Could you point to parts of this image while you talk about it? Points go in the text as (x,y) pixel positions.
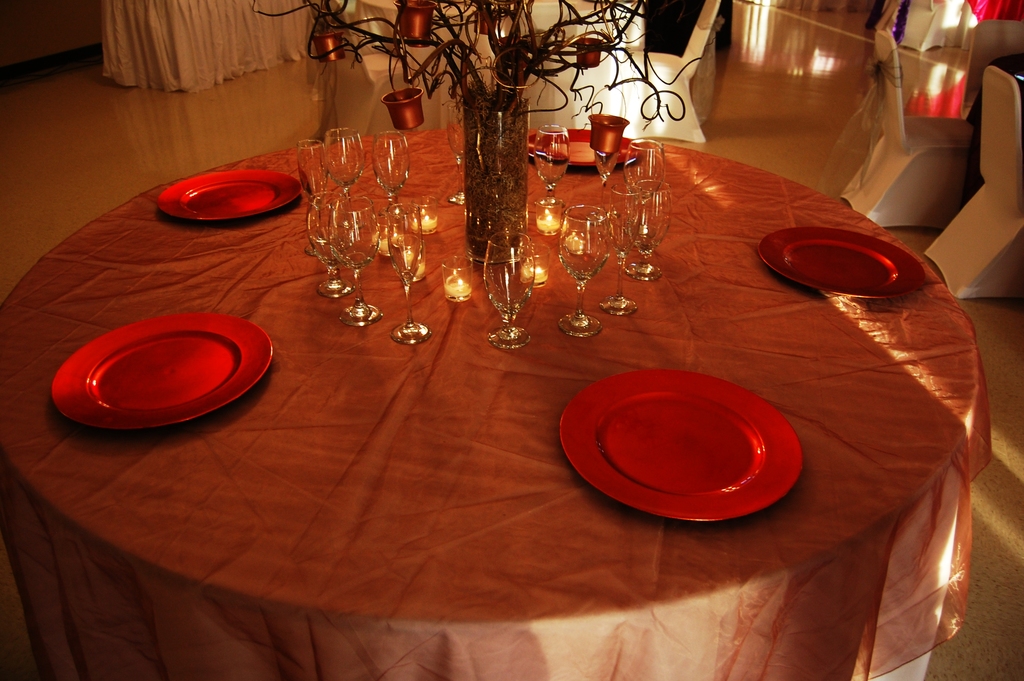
In this picture we can find a table (769,598) with a cloth (848,520) covered on it. We can also find some red plates (781,262) placed in a circle, and also we can find some wine glasses (505,244).
